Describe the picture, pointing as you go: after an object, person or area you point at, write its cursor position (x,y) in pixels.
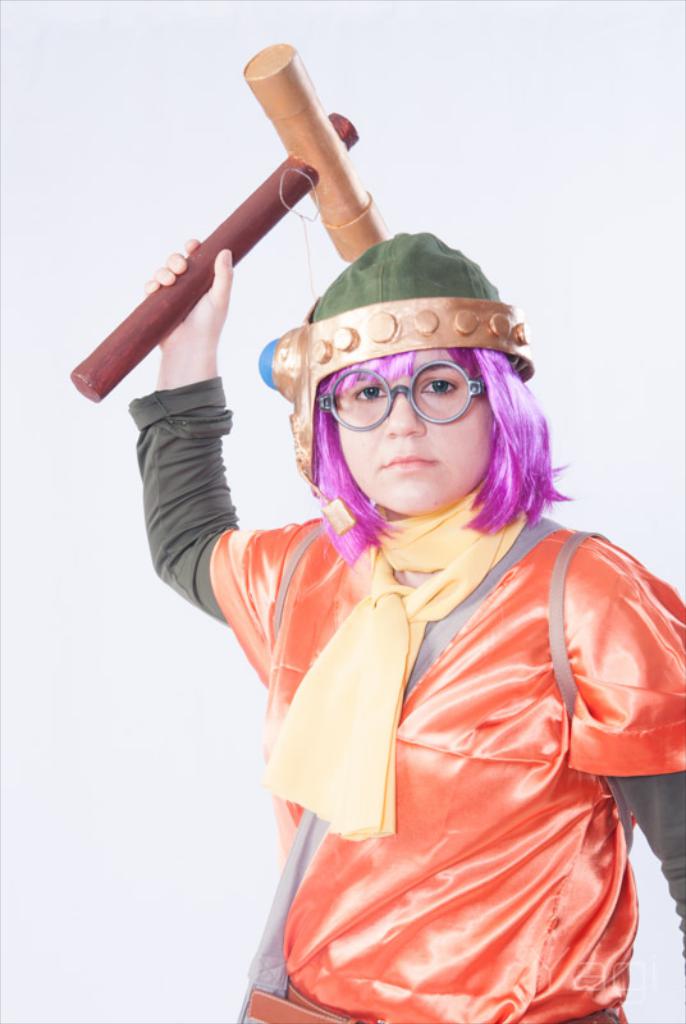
In this picture we can see a woman (498,435) holding a hammer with her hand (214,337) and there is a white background (550,44).
